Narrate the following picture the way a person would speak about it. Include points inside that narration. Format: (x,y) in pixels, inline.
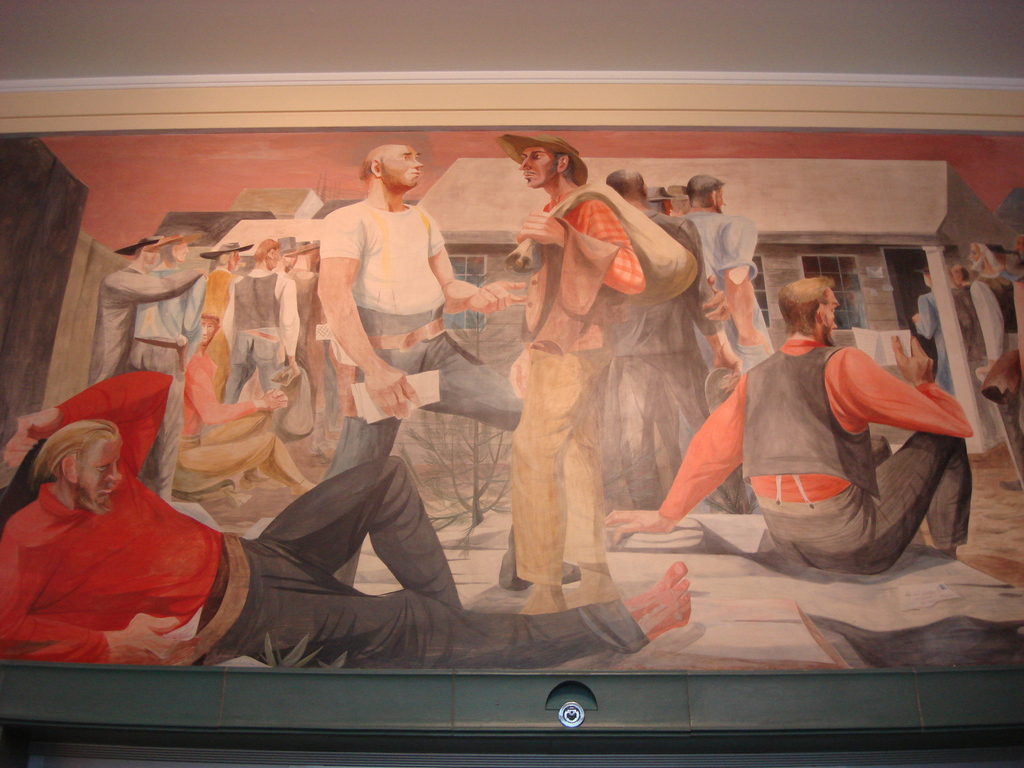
This is a painting in this painting we can see a group of people (199,437) where some are standing and some are sitting and a man (408,633) lying on the ground (490,536), house (706,169) with windows (840,323).
